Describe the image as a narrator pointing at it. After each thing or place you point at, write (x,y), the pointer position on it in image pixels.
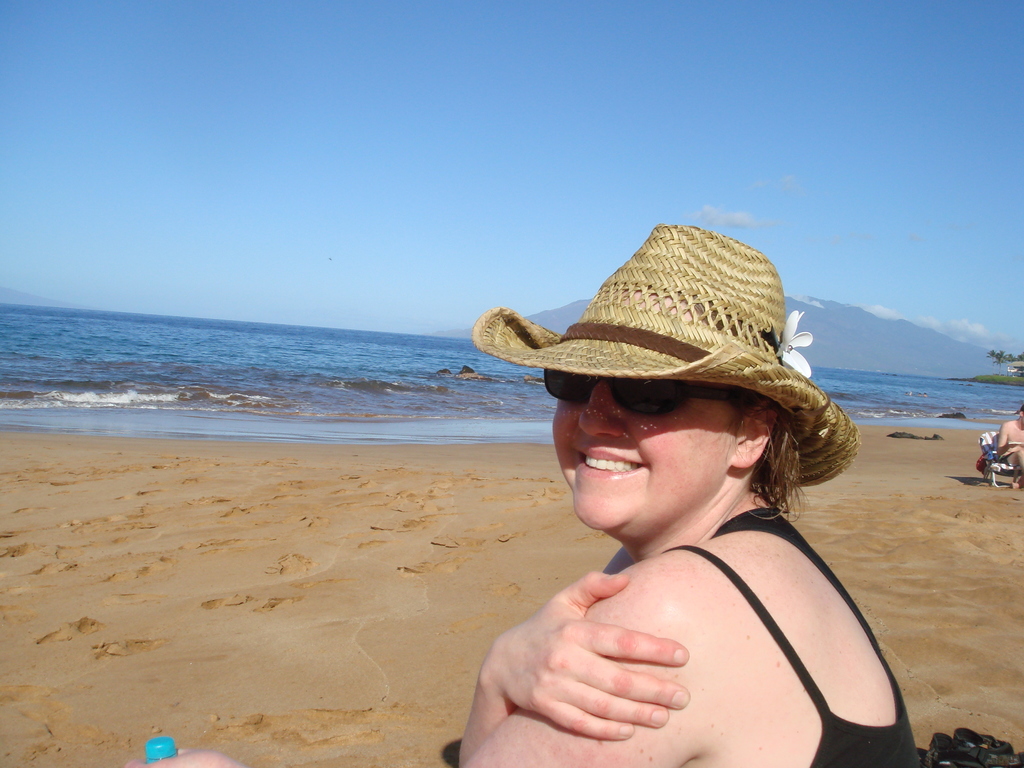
In the foreground of the picture (661,526) there is a person (698,515) wearing hat (666,350) and spectacles (704,396), holding a water bottle (155,741), next to her there is an object (954,755). On the right (1002,445) there is a person (1004,434) sitting in beach chair (993,476). In the center of the picture (472,404) there is a water body (901,388). In the background (965,370) there are trees (1013,359) and a mountain (904,341). Sky (539,310) is sunny.
